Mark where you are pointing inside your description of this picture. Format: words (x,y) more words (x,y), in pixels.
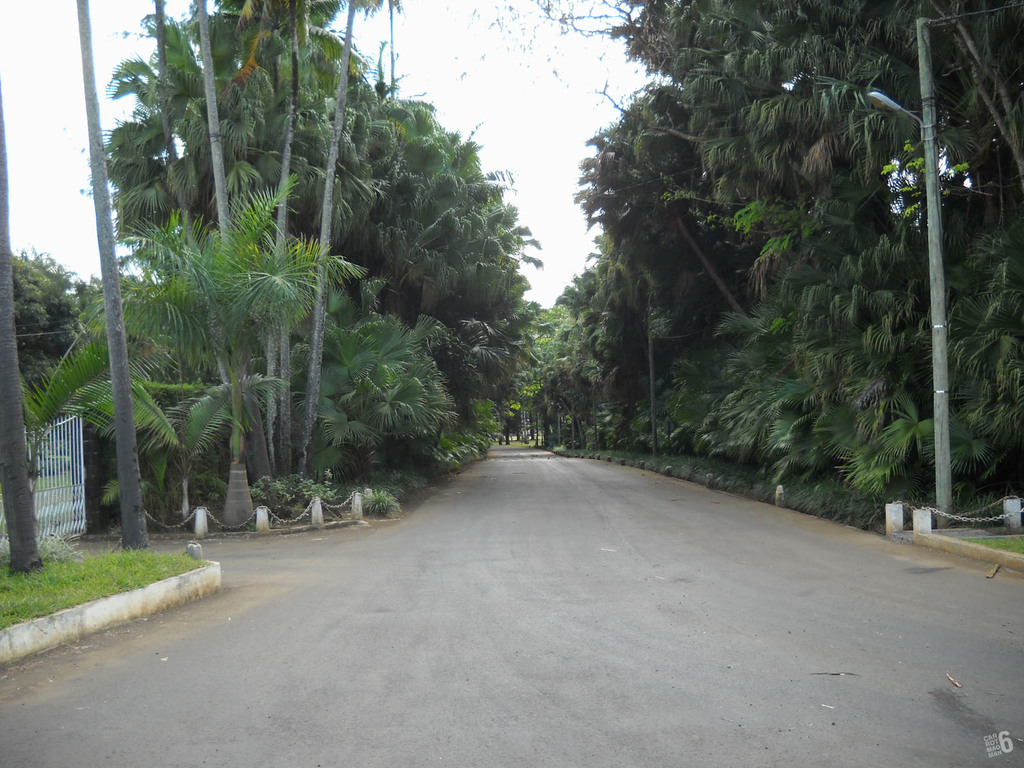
In this image, I can see trees (860,332), plants (380,508), grass (84,579) and road (734,607). On the right side of the image (944,446), there is a pole (925,33) with light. On the left side of the image (57,481), I can see an iron gate (69,488). At the bottom right side of the image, I can see a watermark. In the background (46,122), there is the sky (51,147).
